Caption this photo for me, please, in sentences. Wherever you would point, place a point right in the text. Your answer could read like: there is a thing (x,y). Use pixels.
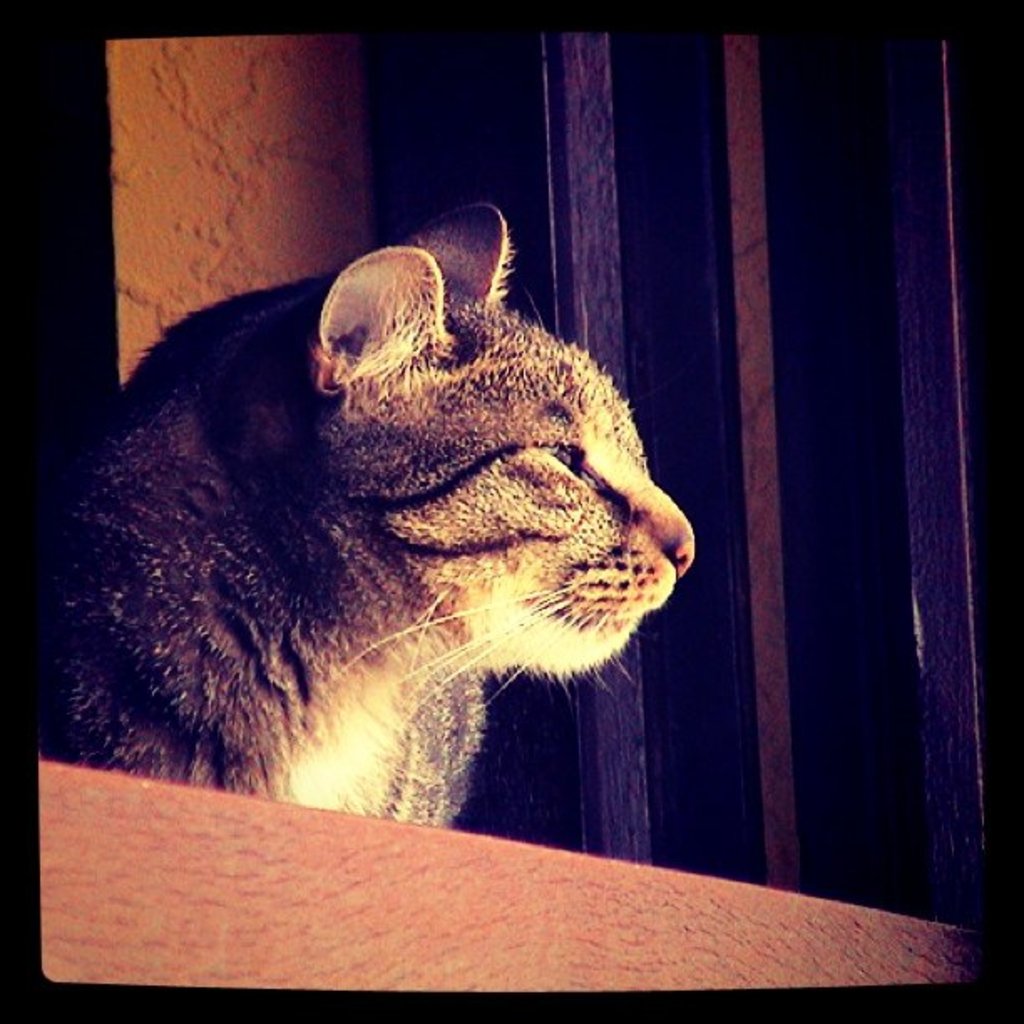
There is a cat (363,627) in the foreground area of the image (448,545), it seems like a window (588,208) in the background (613,367).
